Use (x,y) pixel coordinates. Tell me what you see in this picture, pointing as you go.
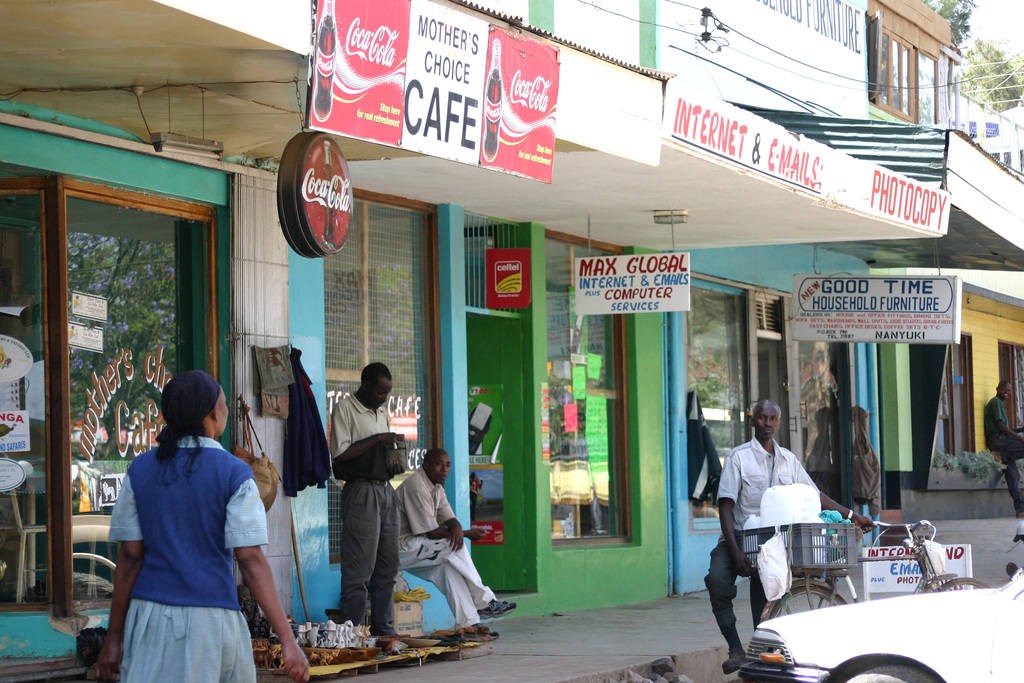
In this image, on the left (202,465) there is a woman (206,495). On the right (768,441) there is a man (794,457) and a car (857,628). In the middle (467,377) there are some people (1003,430), shops (594,479), boards (534,144), text (780,170), buildings (798,191), cables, trees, some objects (969,126).
